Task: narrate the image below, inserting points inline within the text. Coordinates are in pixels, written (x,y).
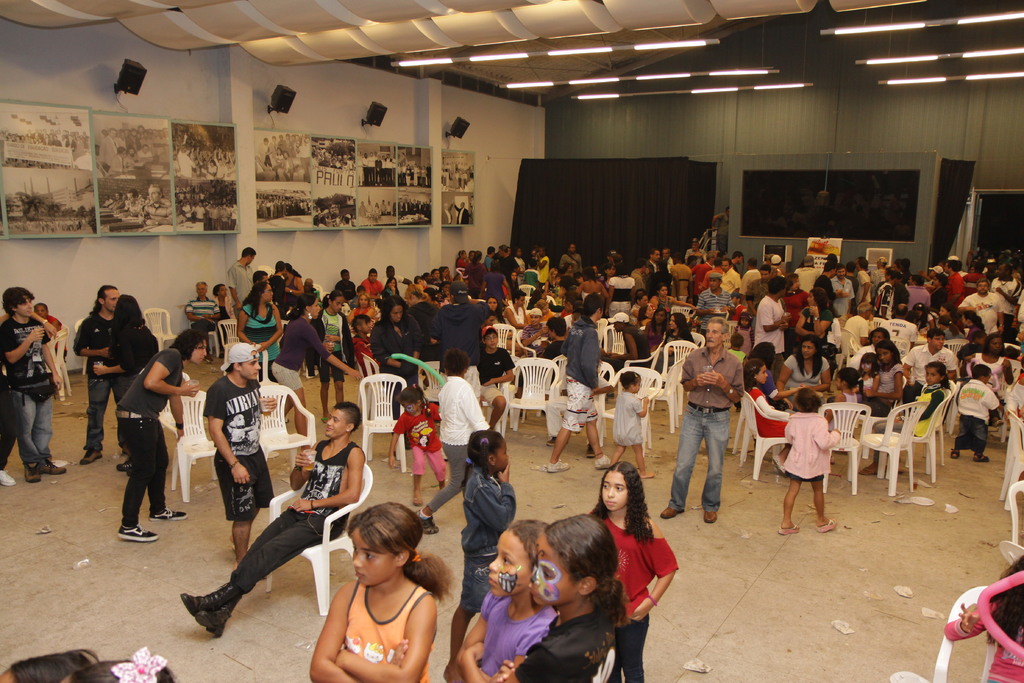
Here we can see group of people (695,364). Few people (880,383) are sitting on the chairs (602,404). Here we can see boards (460,187), clothes (569,221), and lights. In the background (994,102) we can see wall (958,96).
